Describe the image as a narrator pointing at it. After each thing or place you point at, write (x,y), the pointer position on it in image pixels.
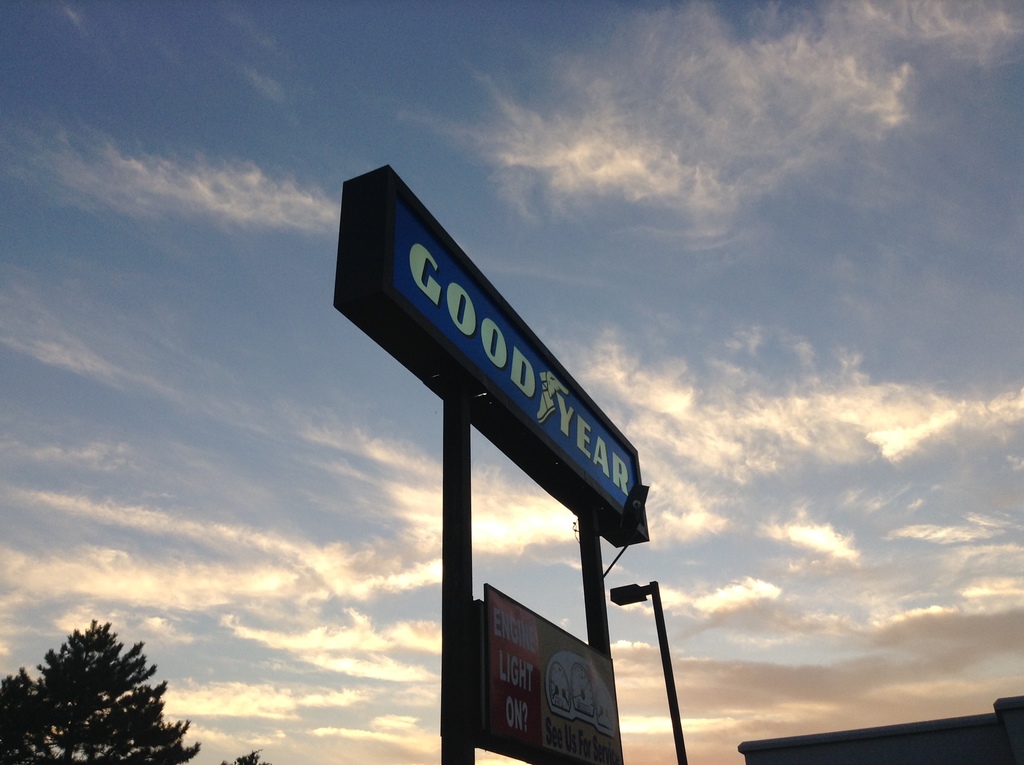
In this image I can see boards (551,637) and a street light (631,601). On the board (499,388) I can see something written on it. Here I can see a tree (89,721). In the background (155,380) I can see the sky (168,423). Here I can see a building (917,746).
